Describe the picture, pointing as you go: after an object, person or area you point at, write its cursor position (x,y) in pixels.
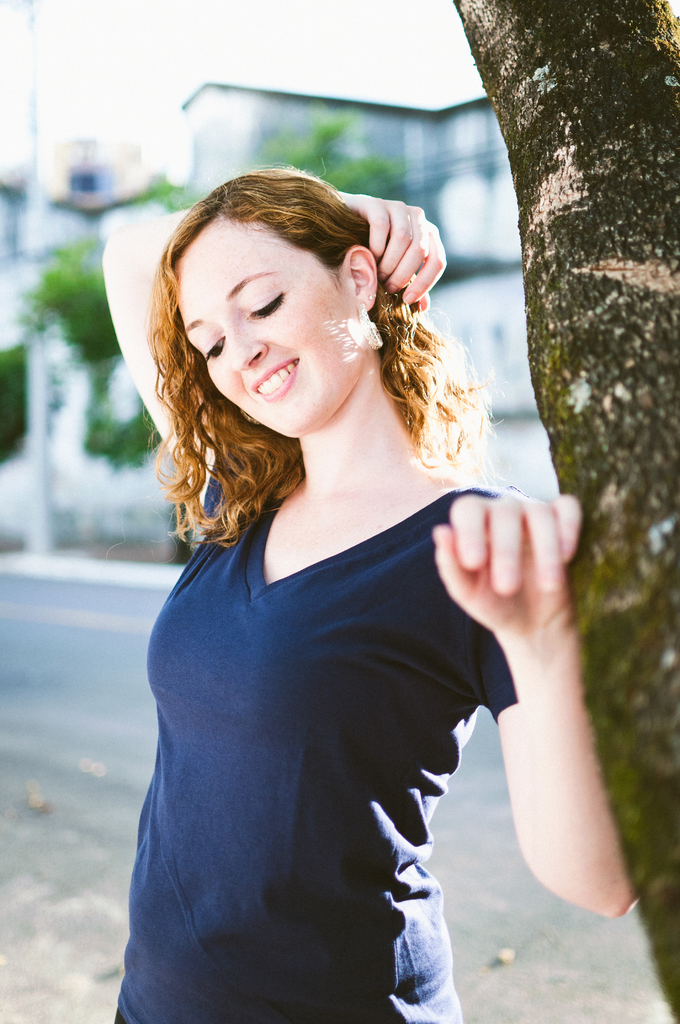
In this image in the middle (368,471) there is a woman (382,565), she wears a t shirt (334,804), her hair (272,462) is short, she is smiling. On the right (609,393) there is a tree (558,406). In the background (464,330) there are trees (115,448), buildings (83,406), road (47,707) and sky (153,42).
